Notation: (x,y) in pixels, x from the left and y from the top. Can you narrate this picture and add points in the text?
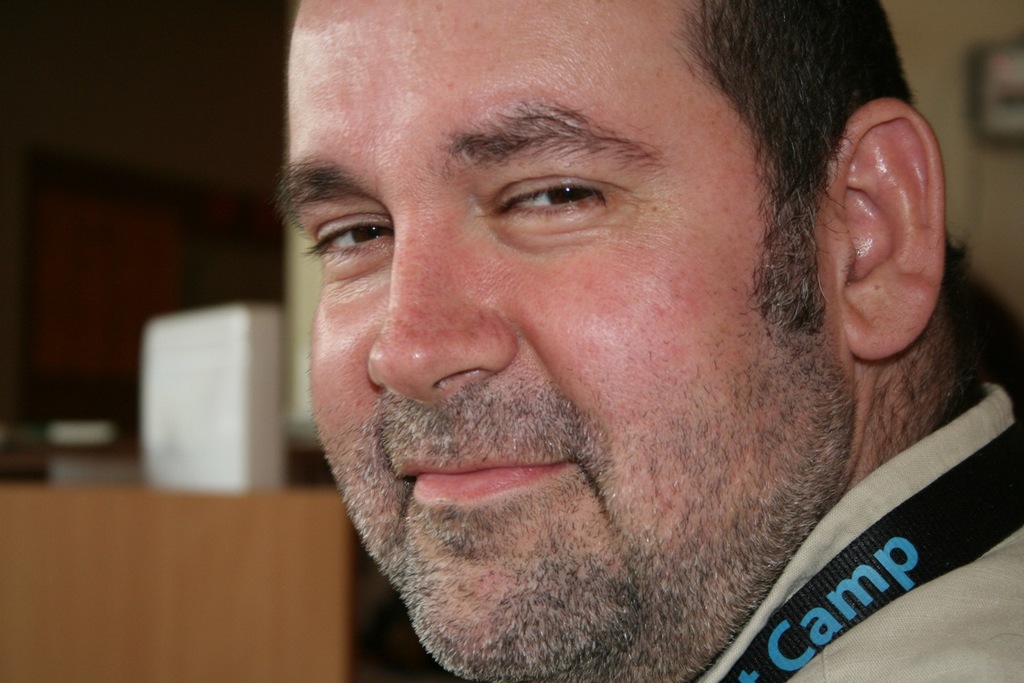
In this picture we can see a man (543,381), he is smiling, in the background (1002,63) we can see a painting (991,125) on the wall (951,88).
